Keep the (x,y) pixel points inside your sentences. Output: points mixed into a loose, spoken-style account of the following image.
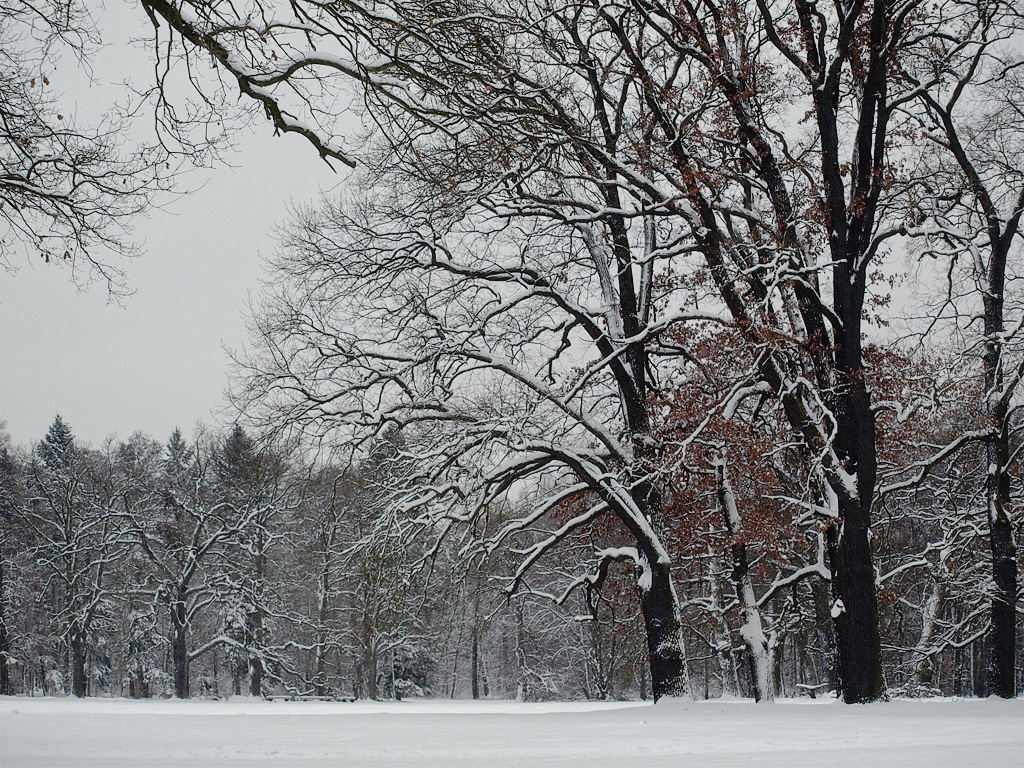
In this image at the bottom (881,700) there is snow (888,711), and in the background (237,546) there are some trees (288,123) and on the trees (272,339) there is snow (675,172).
